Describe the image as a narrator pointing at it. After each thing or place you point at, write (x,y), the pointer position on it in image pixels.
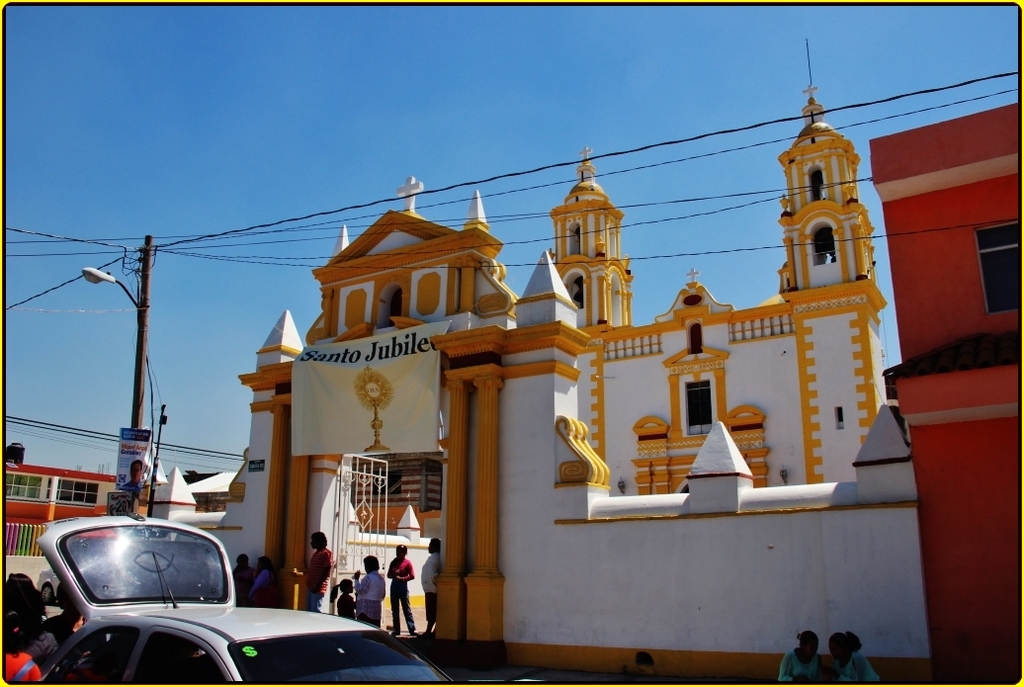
In this image we can see buildings (767,366). Also there is a wall (594,515) with a gate (359,489), pillars (442,486). And there is a banner (348,396) with text (349,352) and image (378,383). There is an electric pole (149,280) with wires (7,310). And there is a light pole (88,269). And there are many people (239,593) and there is a car (252,609). In the back (274,124) there is sky (465,94).
